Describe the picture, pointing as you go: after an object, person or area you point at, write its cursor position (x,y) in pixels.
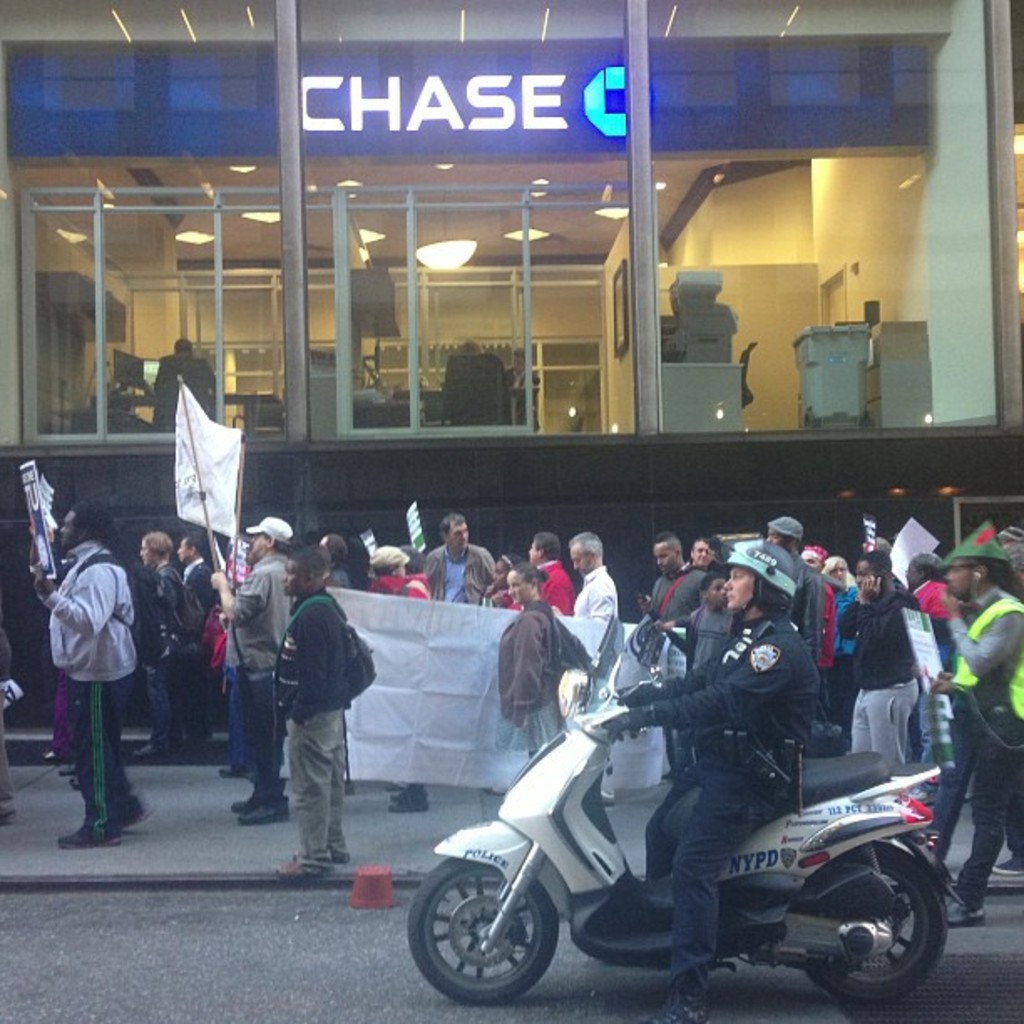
In this picture I can see there are few people (972,646) walking on the way (638,812) and they are holding a few banners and there is a person (780,575) riding the two wheeler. There is a building (594,247) in the backdrop (638,254) and it has glass doors (408,268) and there are few people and lights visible from the glass (562,254).
